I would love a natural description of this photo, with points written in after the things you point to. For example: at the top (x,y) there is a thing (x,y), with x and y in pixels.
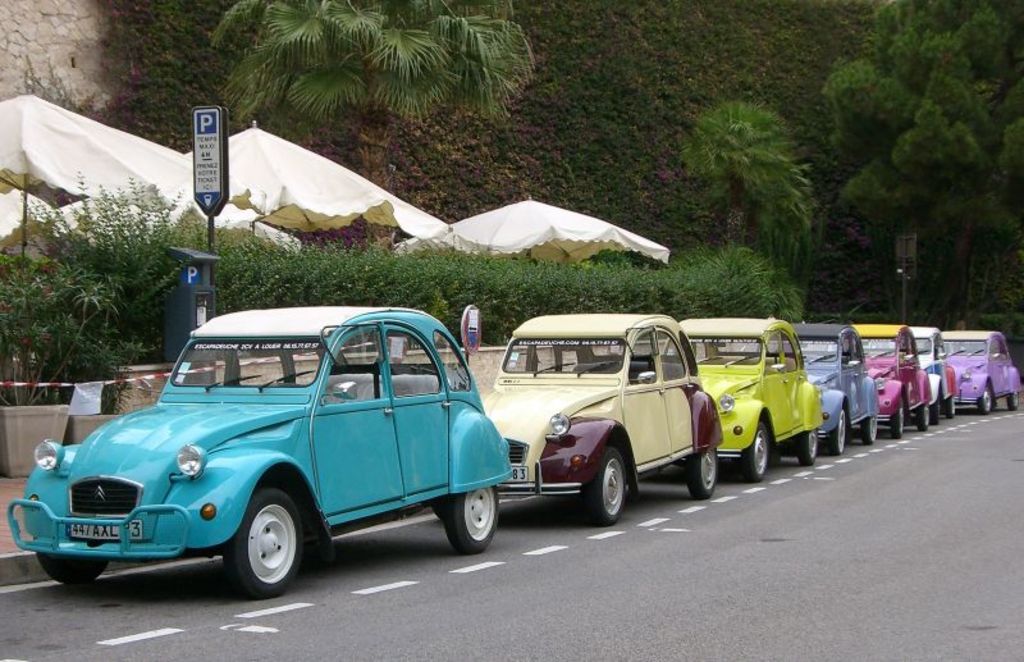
In this image we can see there are some cars (711,406) parked in a side of a road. In the background (12,300) there are some trees (732,214).
